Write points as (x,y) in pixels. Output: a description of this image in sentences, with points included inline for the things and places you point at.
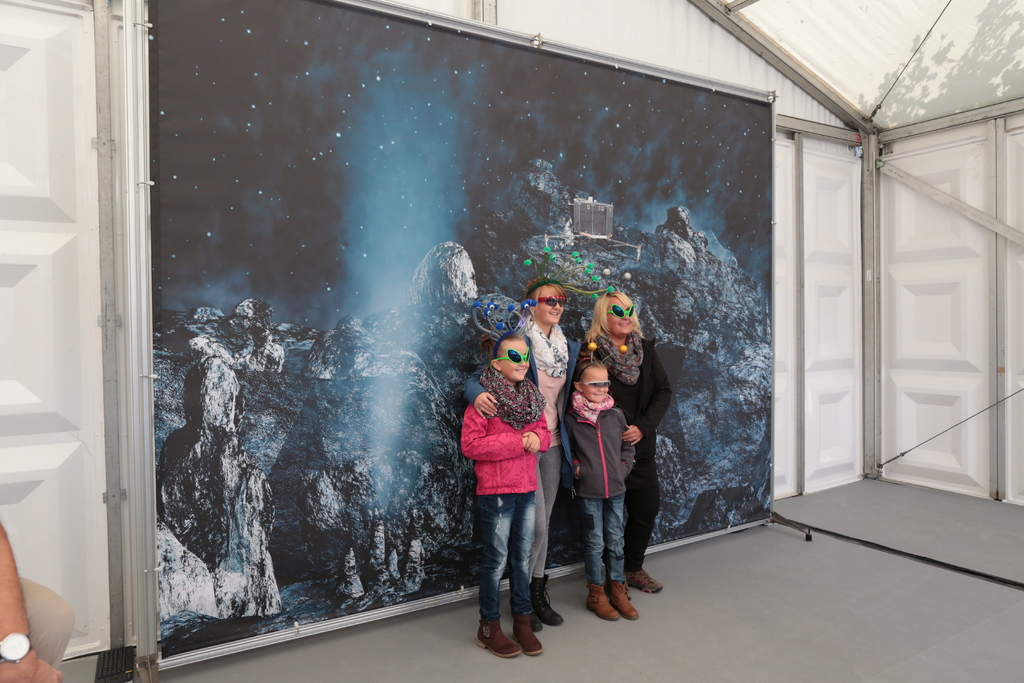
In this image we can see the people (574,474) standing on the floor (621,619). In the background (487,226), we can see the board (432,307) with painting (485,205). And there are doors (778,232) on both sides.
